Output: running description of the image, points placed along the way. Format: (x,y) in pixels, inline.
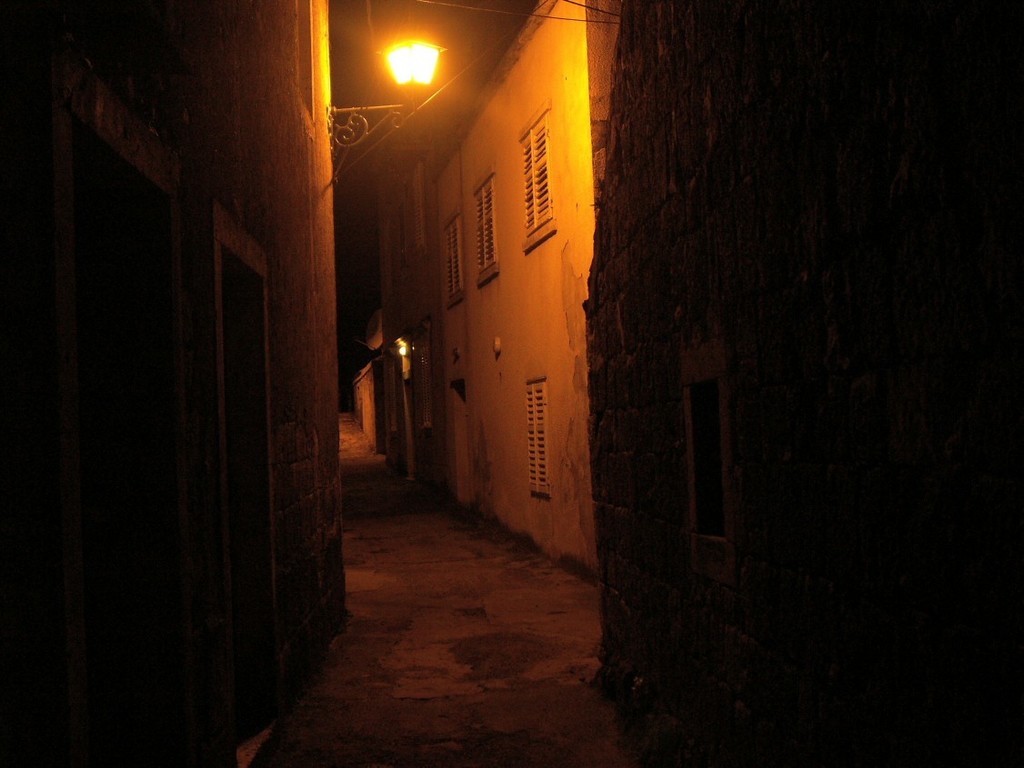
In this picture we can see a walkway (399,546). On the left (263,492) and right side of the walkway (359,504), there are buildings (425,386). There is a street lamp (406,54) attached to the wall (317,156) of a building (261,206). Behind the buildings (219,192), there is the dark background (369,288).
